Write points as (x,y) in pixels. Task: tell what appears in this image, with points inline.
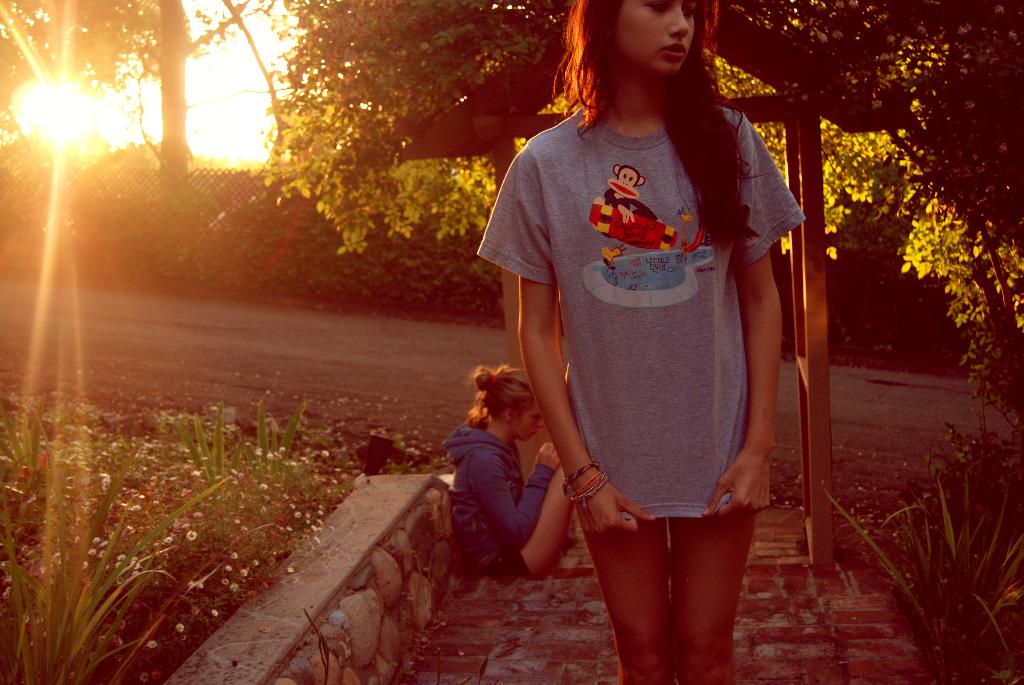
Here we can see two people (626,405). One woman (664,461) is standing and another woman (528,561) is sitting. Beside these people (568,464) there are plants (273,519) with flowers (198,515). Background (147,182) there are trees (353,47) and mesh (229,188). Far there is a sunrise (51,139).
